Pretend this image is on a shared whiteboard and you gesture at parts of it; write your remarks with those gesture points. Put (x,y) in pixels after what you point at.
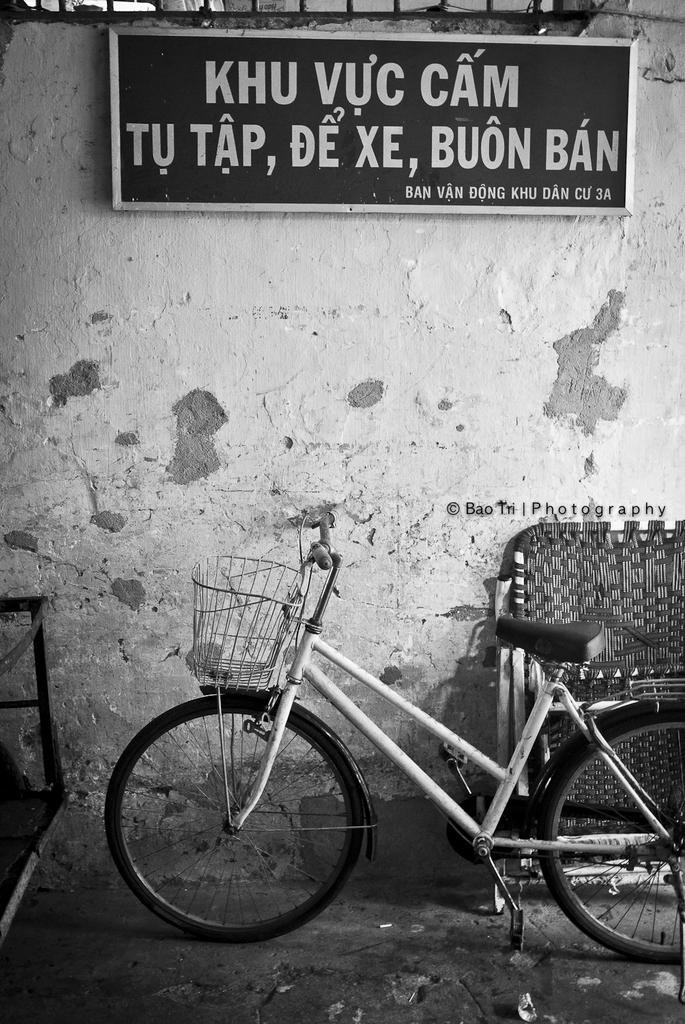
In the picture we can see a photograph (396,625) of a bicycle (260,701), which is kept near the wall (576,253) and the wall (77,289) is spoiled on the wall (192,438) and we can see a board (500,90) on it we can see some information and near the wall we can see folded bed (612,618).
